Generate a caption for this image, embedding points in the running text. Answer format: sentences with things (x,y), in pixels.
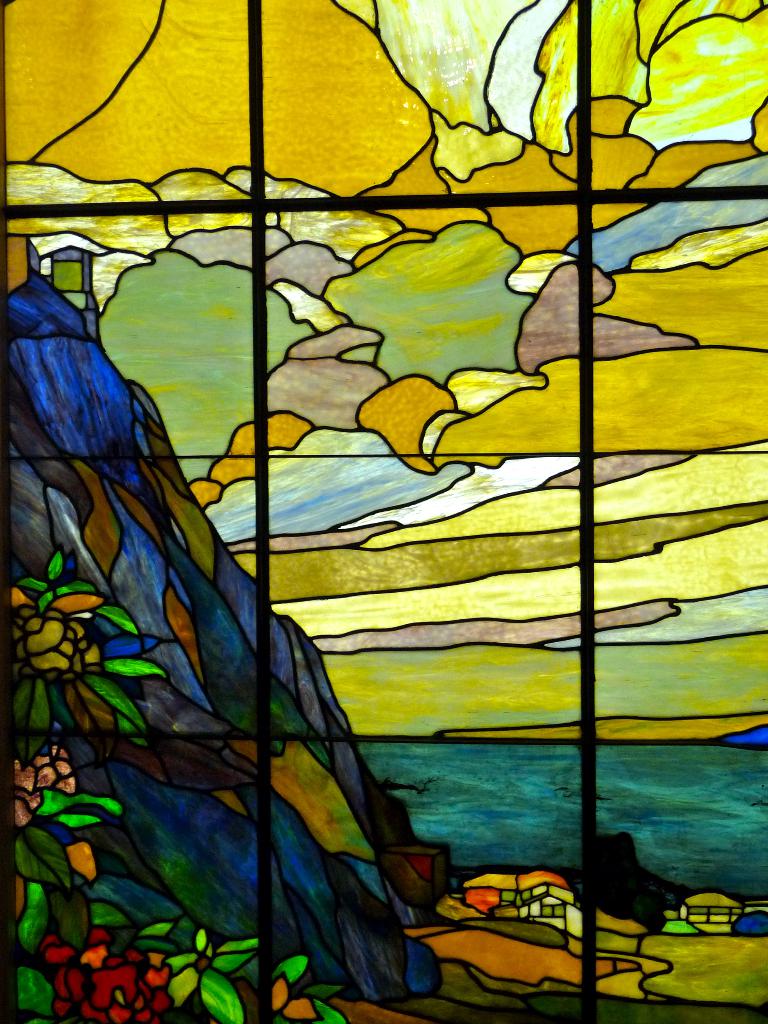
The image is looking like a window (135,306), on the window (132,422) we can see the images (106,420) of mountain (62,407), trees (224,942) and buildings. On the right (522,812) there is a water body (471,762). At the top (424,253) we can see sky (603,566).
